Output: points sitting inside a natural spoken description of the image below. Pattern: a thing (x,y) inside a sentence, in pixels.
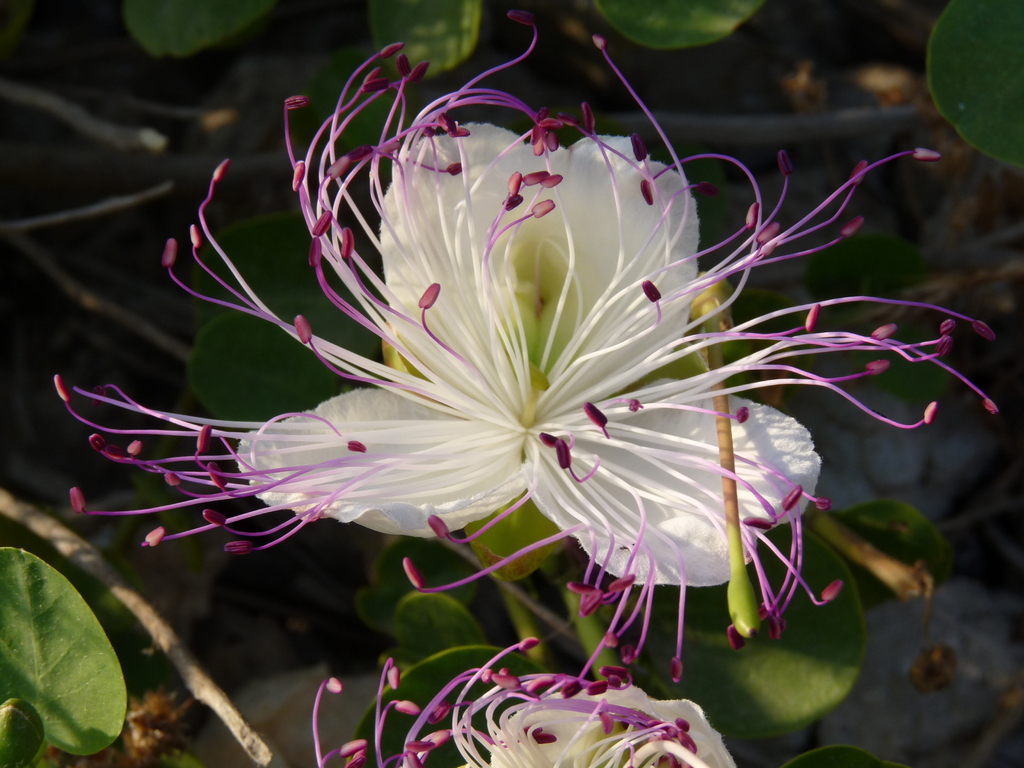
In this picture we can see flowers (675,738) and in the background (356,333) we can see leaves (955,63).
